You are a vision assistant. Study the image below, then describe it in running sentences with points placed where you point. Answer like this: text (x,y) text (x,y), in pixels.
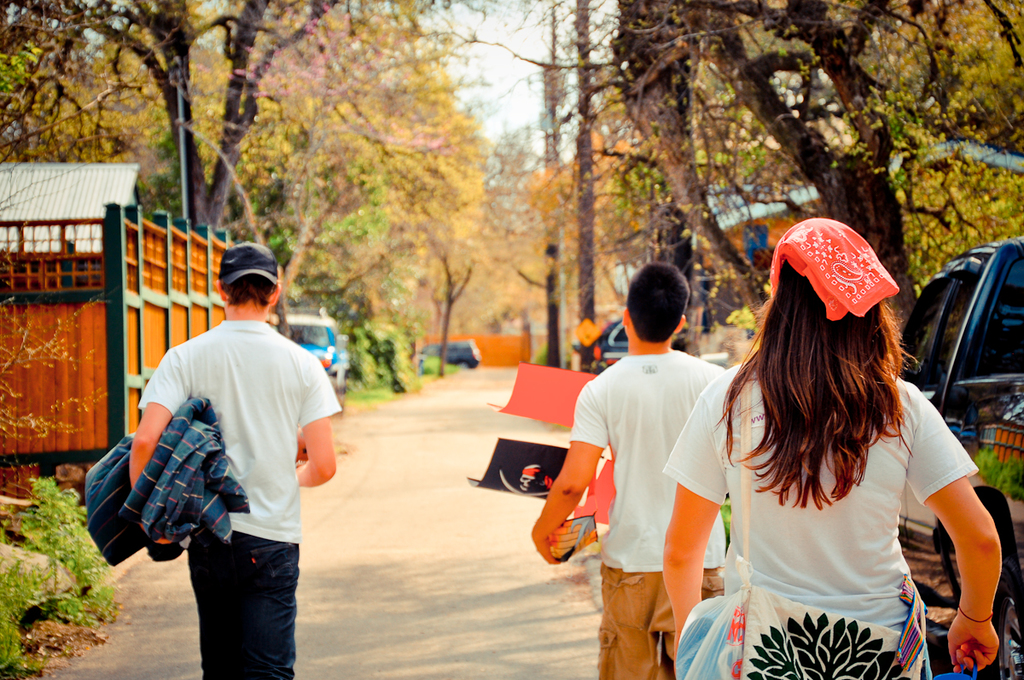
In this image I can see three persons (279,522) walking on the road (418,460). The person (319,450) in front (277,433) wearing white shirt (277,451), black color pant (276,581). Background (459,351) I can see few vehicles (299,340) on the road (487,386), trees (581,59) in green color and the sky (539,53) is in white color.
